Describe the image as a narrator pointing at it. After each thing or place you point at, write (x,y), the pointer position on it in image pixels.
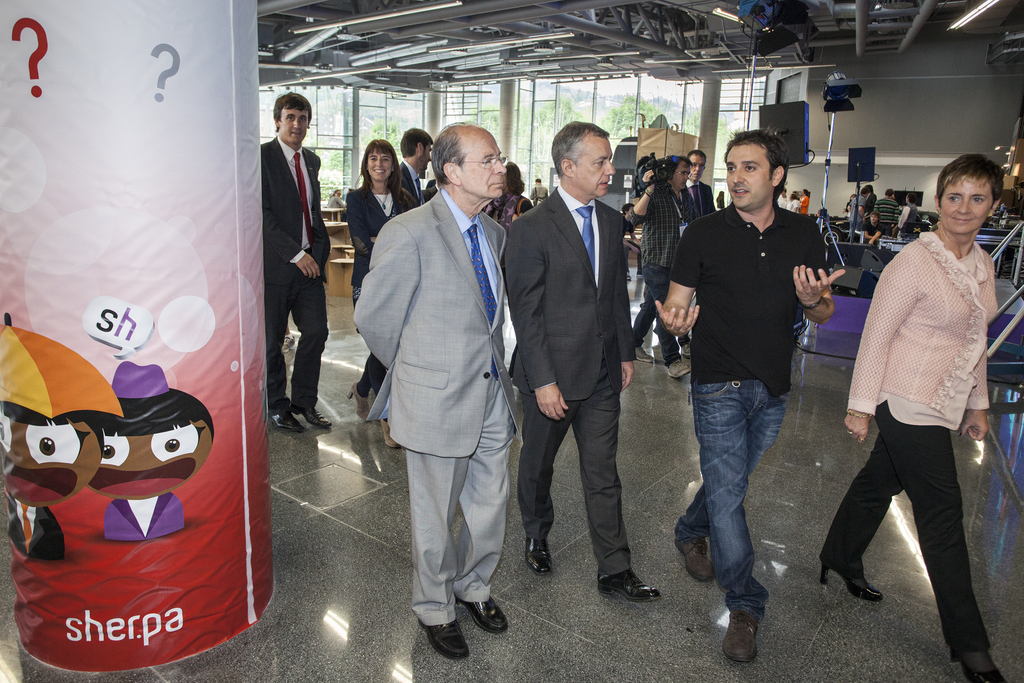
In this image in the foreground (733,360) there are some people (602,296) who are walking, in the background (696,212) there are some people (794,204) who are standing. And there are some tables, poles (858,195), lights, cameras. And in the center (668,273) there is one person (665,225) who is holding a camera (655,181) and walking, and on the left side (149,405) there is one hoarding (146,304). On the top of the image (520,33) there are some poles (693,44) and lights (763,31), in the background (708,100) there are some pillars (509,95) and trees (402,133). At the bottom (549,588) there is a floor (664,583).
